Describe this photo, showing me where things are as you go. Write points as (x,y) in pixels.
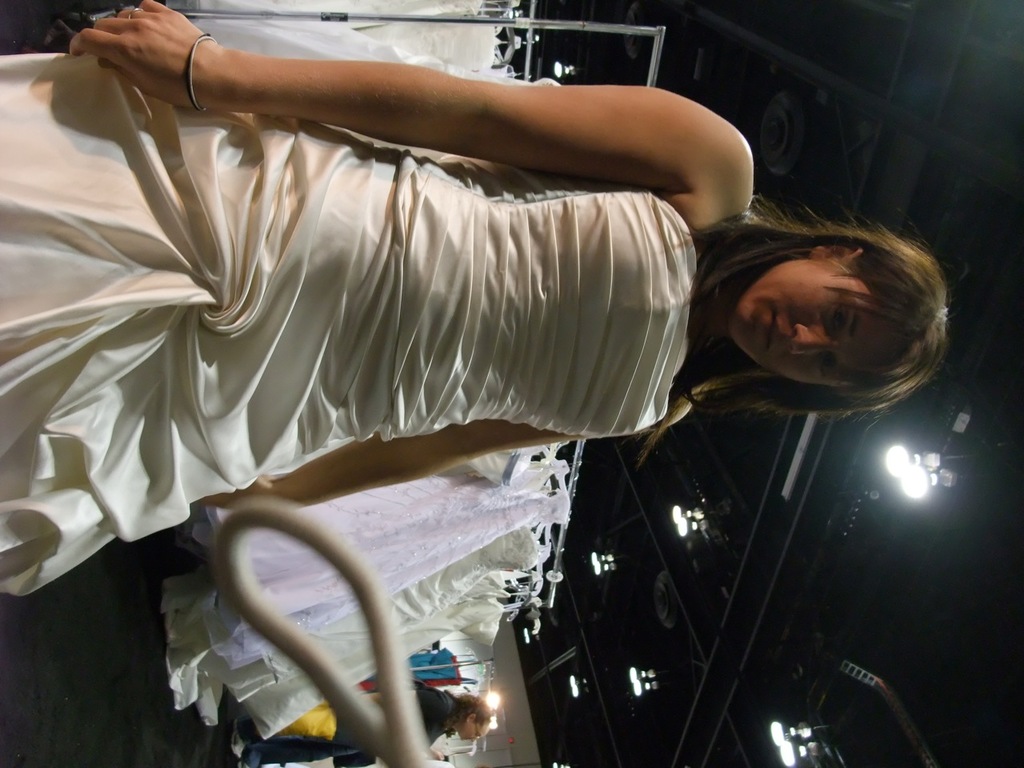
In the center of the image (478,365) we can see a lady (522,380) is standing and wearing a dress (345,381). In the middle of the image (460,486) we can see the clothes (494,481) are hanging to the hangers (541,527). On the right side of the image (794,64) we can see the lights (937,463) and roof (717,477). At the bottom of the image (457,710) we can see the wall (504,747) and a lady (259,753) is standing. On the left side of the image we can see the floor (27,9).
